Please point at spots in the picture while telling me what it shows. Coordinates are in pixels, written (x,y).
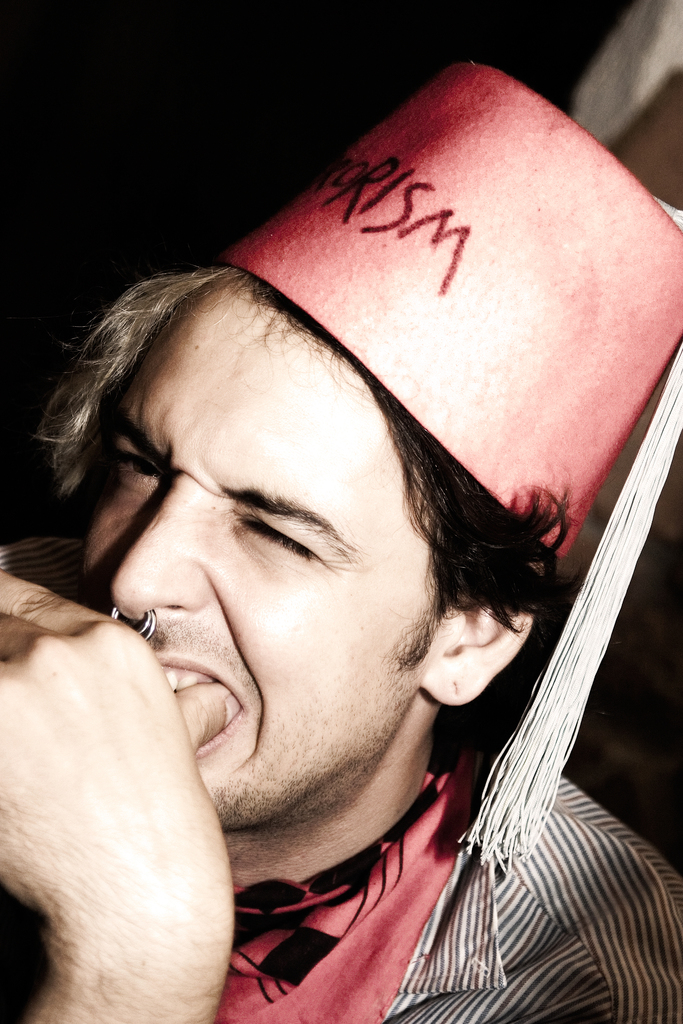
In this picture, there is a man (294,948) wearing a striped shirt (597,846) and a pink hat (495,216) and he placed his finger (197,740) in his mouth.
